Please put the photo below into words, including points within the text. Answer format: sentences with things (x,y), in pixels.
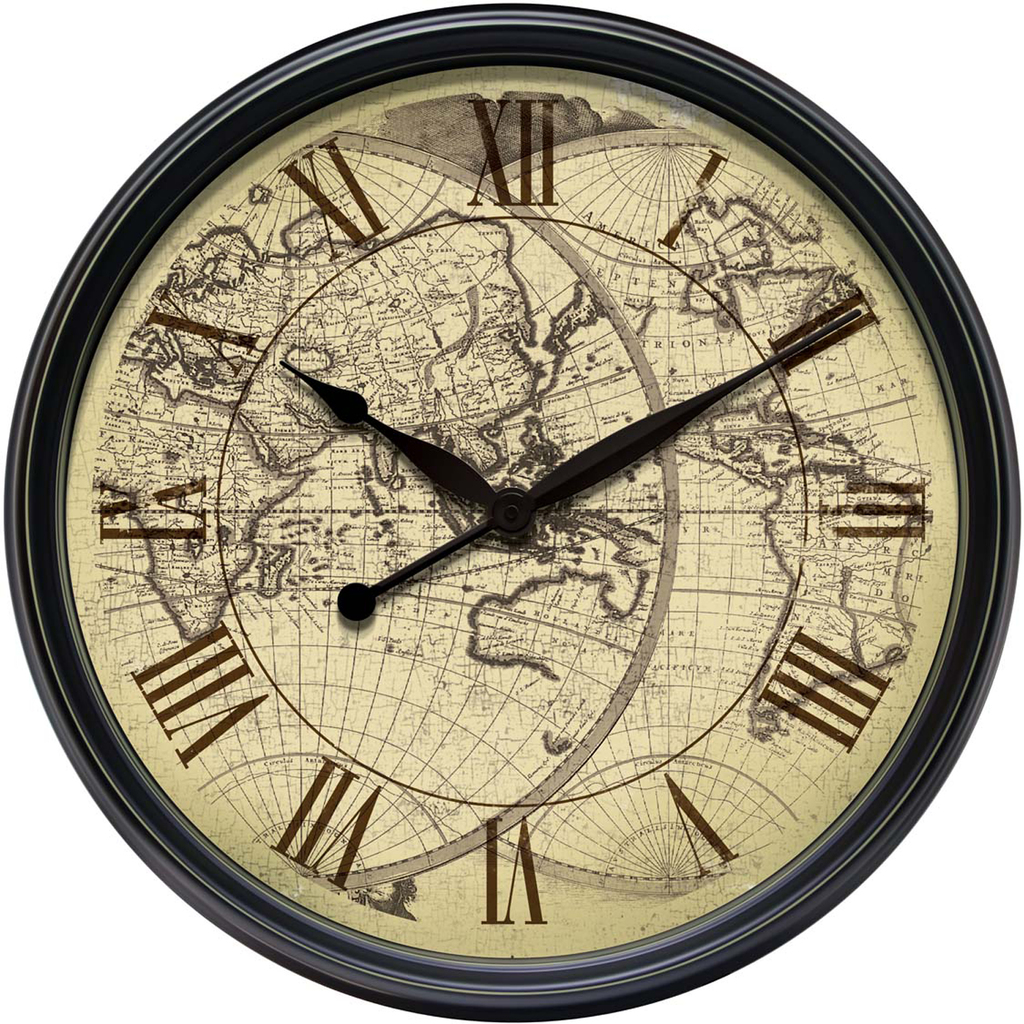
In the picture we can see a clock (552,659) in which we can see the roman numbers (547,148) and the world map (392,260). The background of the image (16,842) is in white color.
